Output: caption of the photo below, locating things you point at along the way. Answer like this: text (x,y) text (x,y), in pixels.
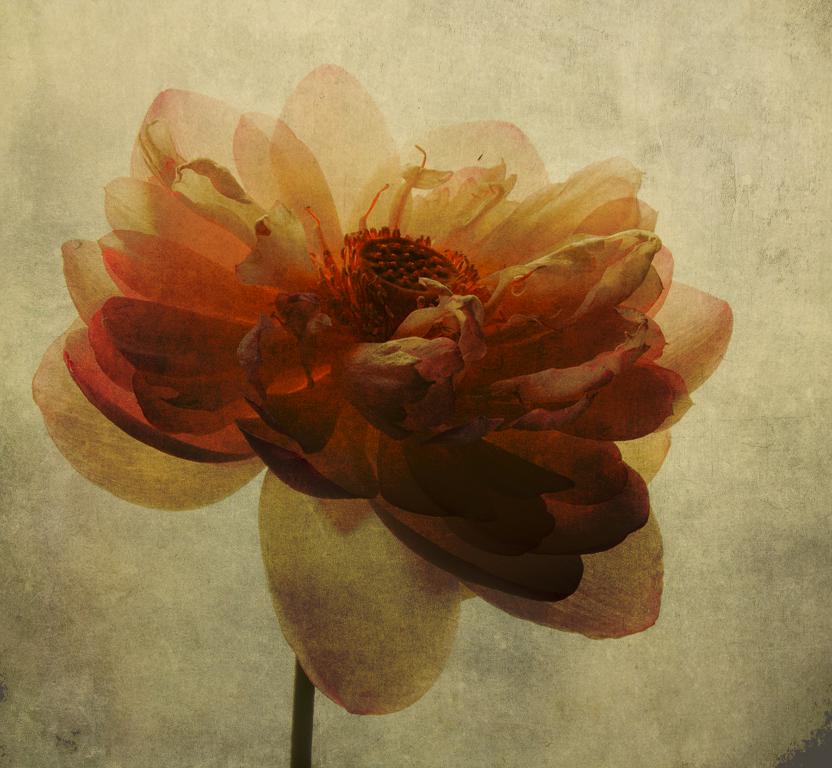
In the center of the image (338,457) we can see a flower (419,526).
